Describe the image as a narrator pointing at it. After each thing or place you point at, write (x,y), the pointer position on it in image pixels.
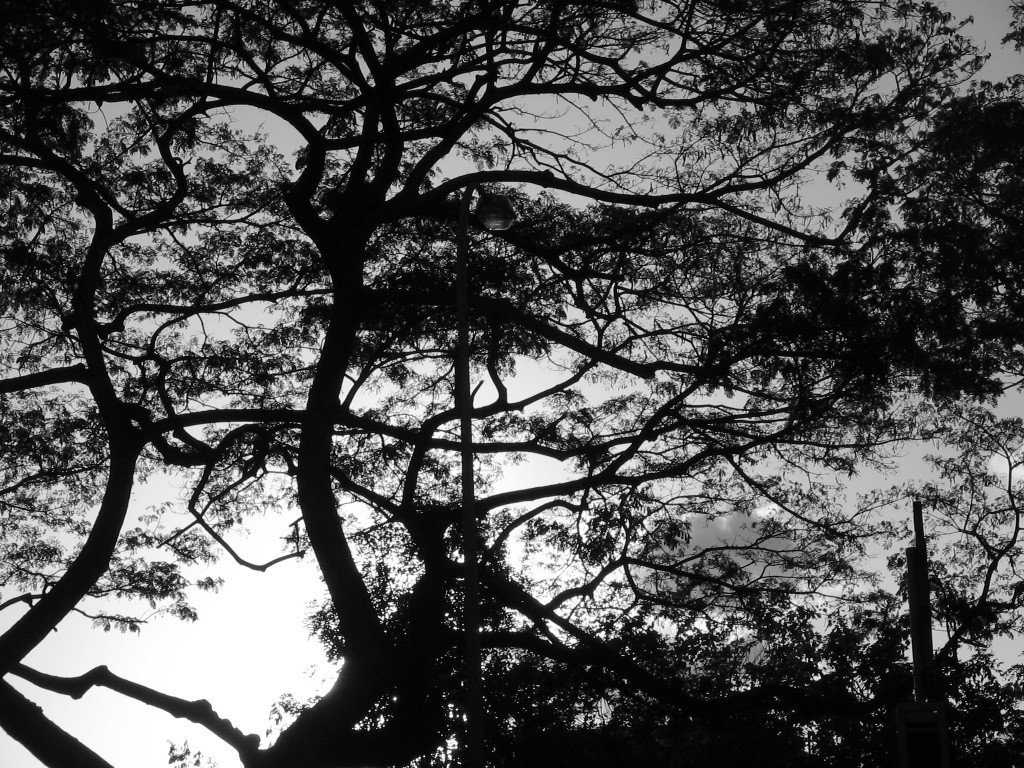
This image is a black and white image. This image is taken outdoors. In the background (275,631) there is the sky (567,459) with clouds (770,543). In the middle of the image (566,308) there are a few trees (390,497) with stems (429,617), branches (390,497) and leaves (125,179).
